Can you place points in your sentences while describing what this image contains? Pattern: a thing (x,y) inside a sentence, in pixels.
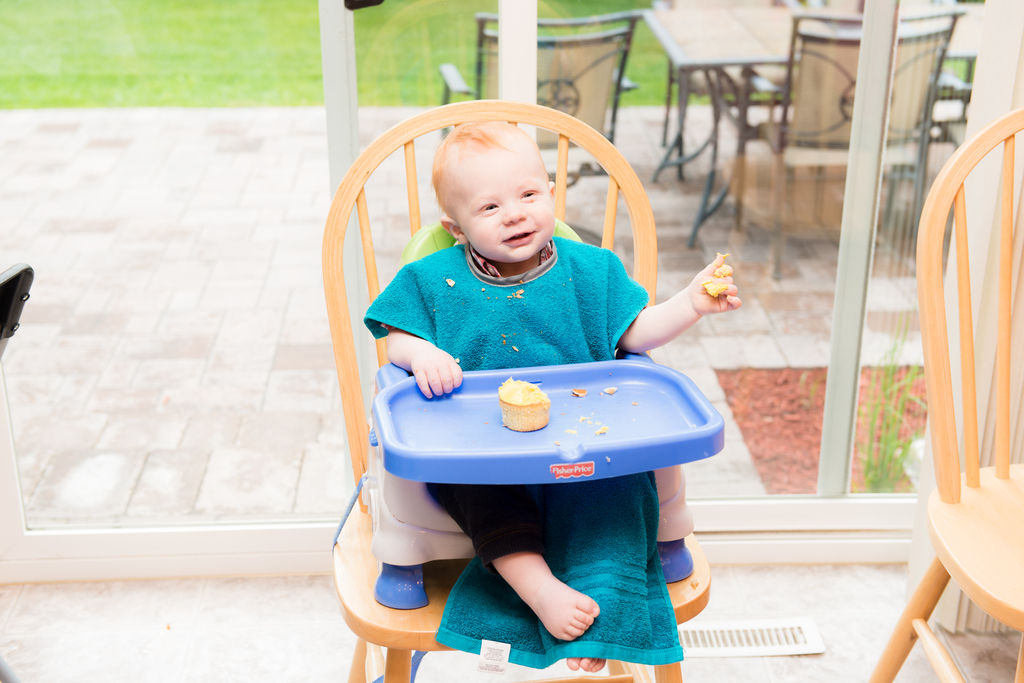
This kid (544,297) is highlighted in this picture. This kid (539,314) is sitting on a chair (555,197). In-front of this kid (482,493) there is a food (526,395) on tray (581,435). We can able to see number of chairs (800,55) and tables (693,39). Grass (240,45) is in green color.
